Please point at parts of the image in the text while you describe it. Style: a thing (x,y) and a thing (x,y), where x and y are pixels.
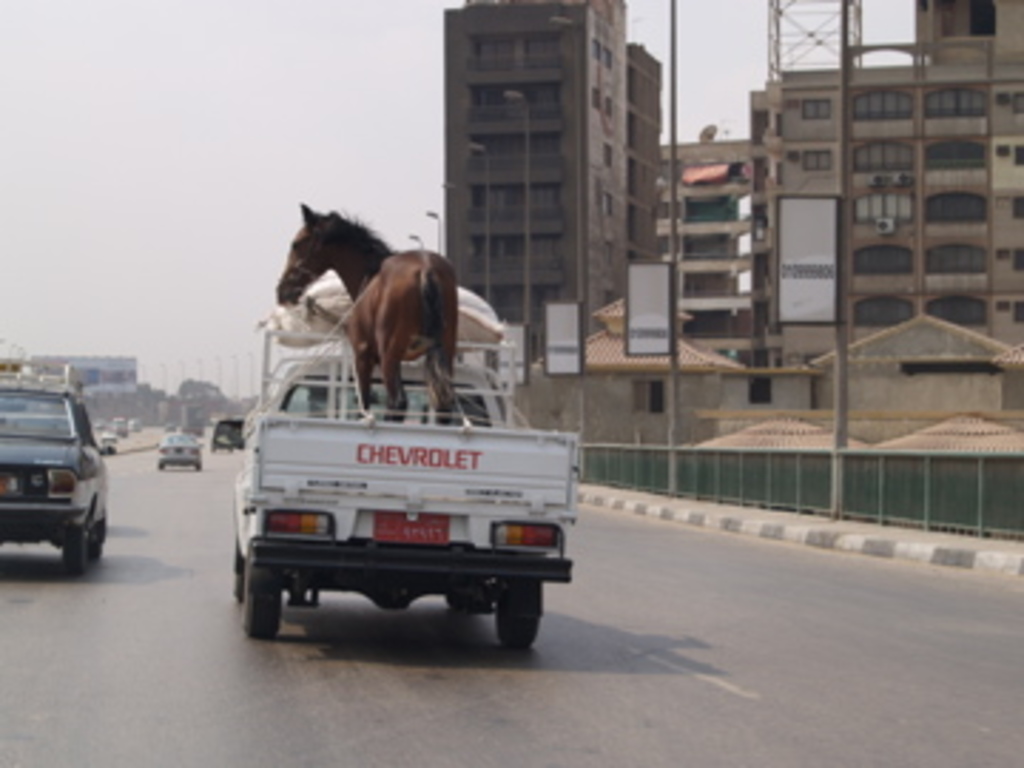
This is an outside view. On the left side (102,487) there are few vehicles (314,455) on the road (184,682) and I can see a horse (368,268) in a vehicle (353,398). On the right side (735,233) there are few poles (670,376) beside the road (624,532) and also I can see a building (679,367). In the background (166,378) there are few buildings (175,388) and light poles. At the top of the image (196,154) I can see the sky (179,206).
